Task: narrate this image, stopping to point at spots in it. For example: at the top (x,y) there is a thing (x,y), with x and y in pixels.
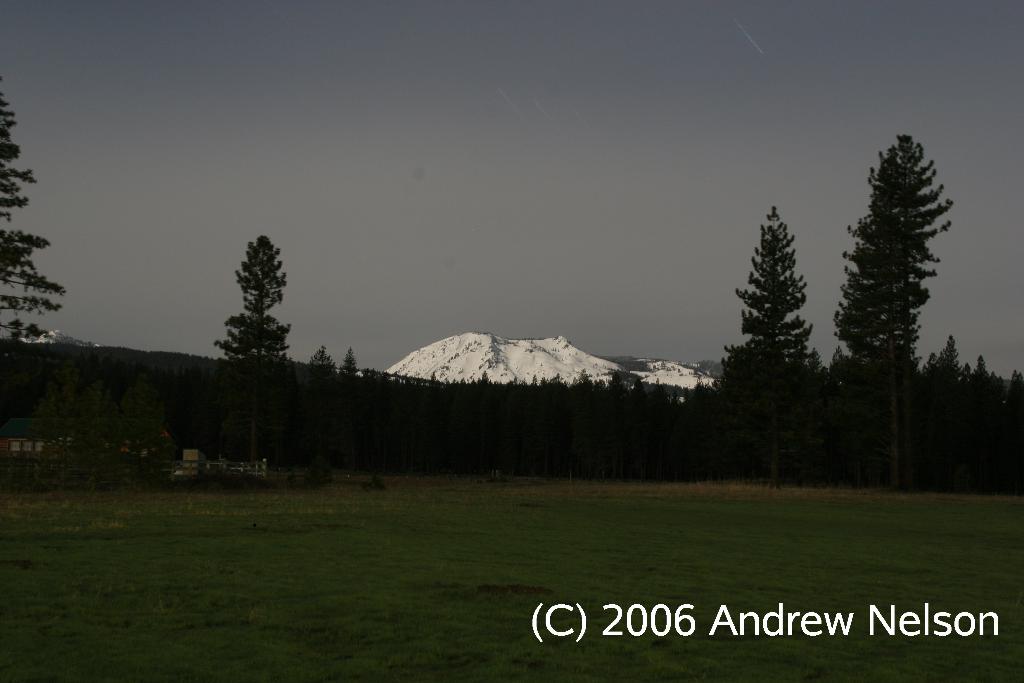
In this image we can see a group of trees (590,453), grass (393,477), fence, the ice hills (479,359) and the sky (330,247) which looks cloudy. On the bottom of the image (705,630) we can see some text (843,608).
